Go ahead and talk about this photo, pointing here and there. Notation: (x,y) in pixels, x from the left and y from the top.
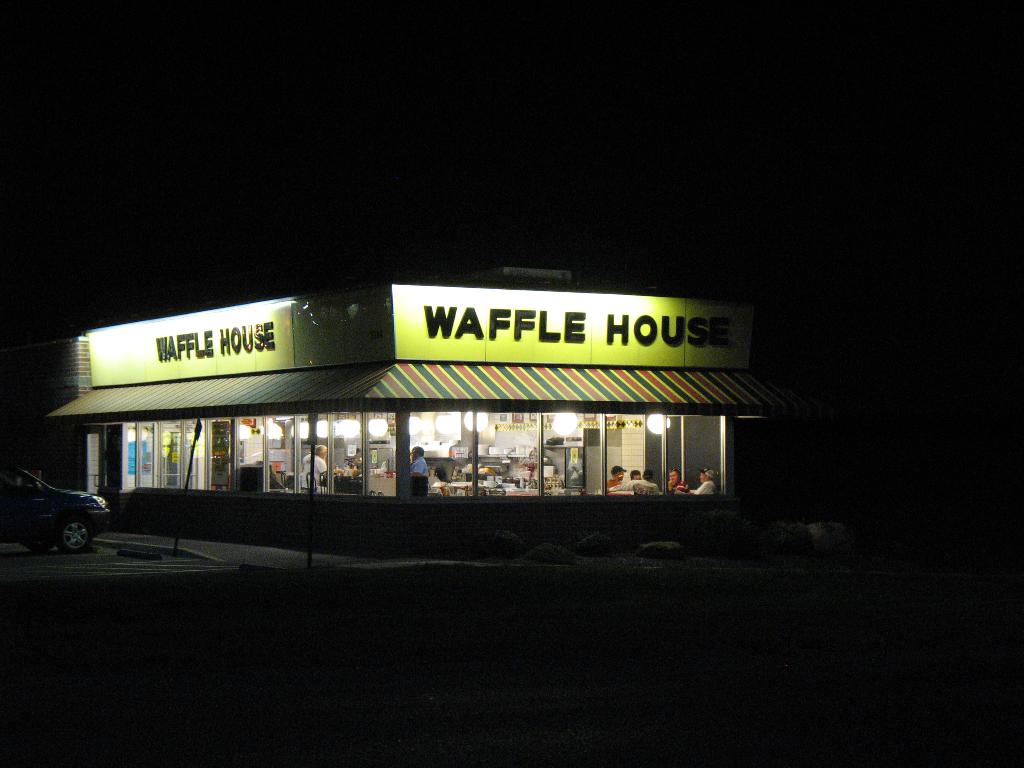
At the bottom of the picture (301,628), we see the road (293,695). On the left side (16,532), we see a car (80,524) in blue color is parked on the road (66,610). In the middle of the picture (506,356), we see a building (452,387). It has glass windows (394,488) from which we can see the people (705,479) are sitting on the chairs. We see two men (410,454) are standing. Inside the building (498,455), we see the lanterns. On top of the building (444,506), we see boards (512,353) in green color with text (468,327) written as "WAFFLE HOUSE". In the background (916,251), it is black in color. This picture is clicked in the dark.
